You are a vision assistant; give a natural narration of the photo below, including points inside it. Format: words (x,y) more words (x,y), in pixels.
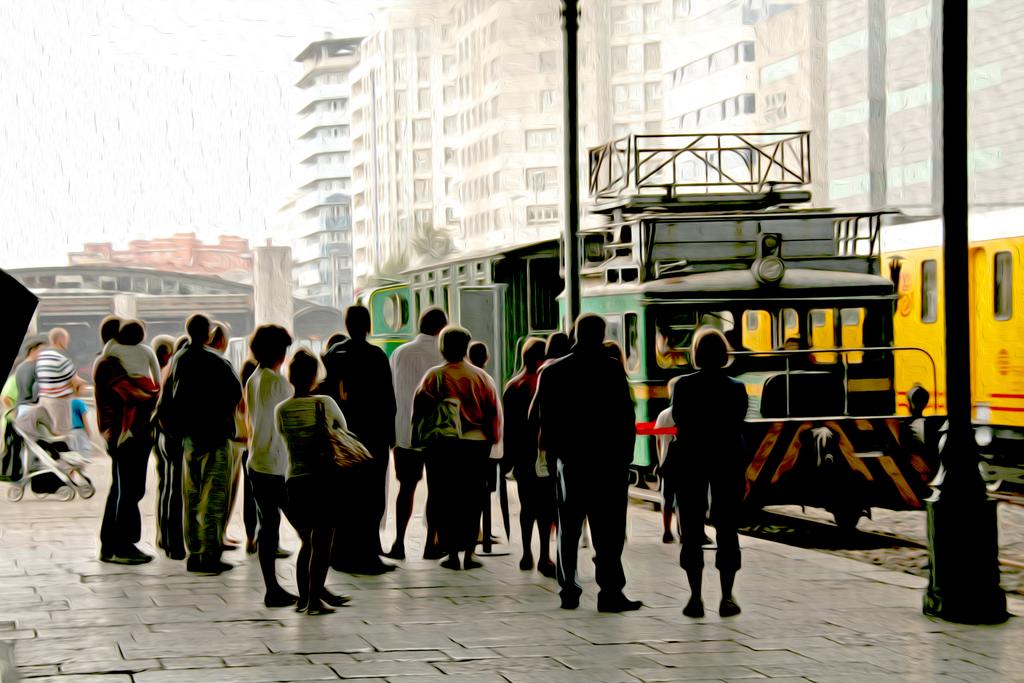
The picture is taken in a railway station (571,109). This is an edited image. In the foreground of the picture (540,455) there are people (286,447) standing on railway platform (511,624). In the center of the picture (512,263) there are trains (596,282). In the background (480,125) there are buildings (592,97).
